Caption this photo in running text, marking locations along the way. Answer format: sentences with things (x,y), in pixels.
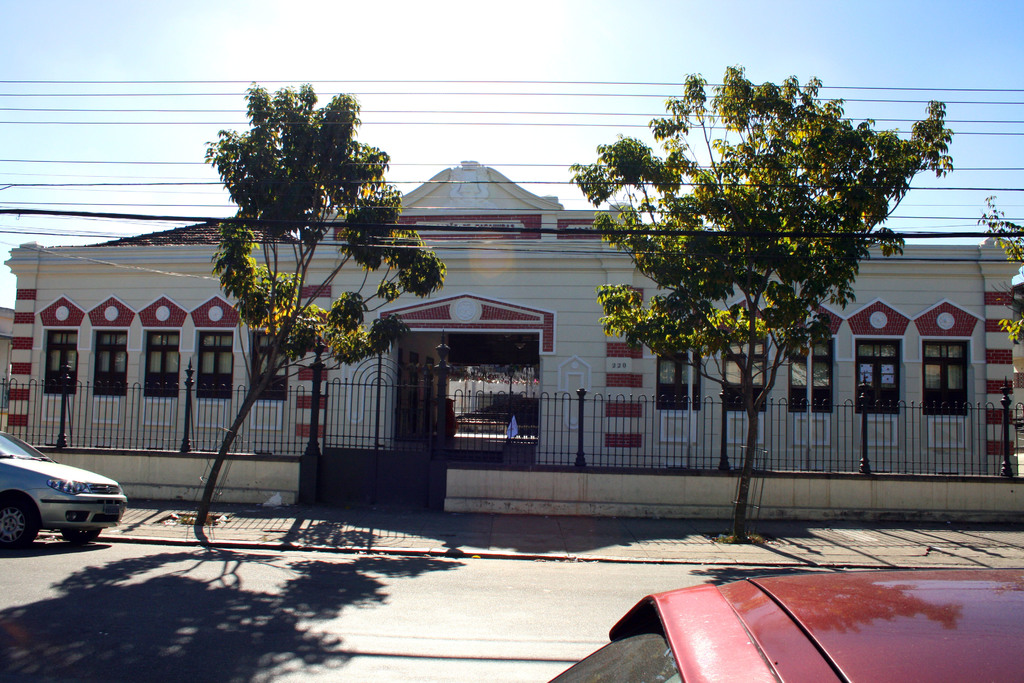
In this image we can see a house (59,344), fencing (296,416), cars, trees (768,313) and in the background (480,78) we can see the sky (355,91).
